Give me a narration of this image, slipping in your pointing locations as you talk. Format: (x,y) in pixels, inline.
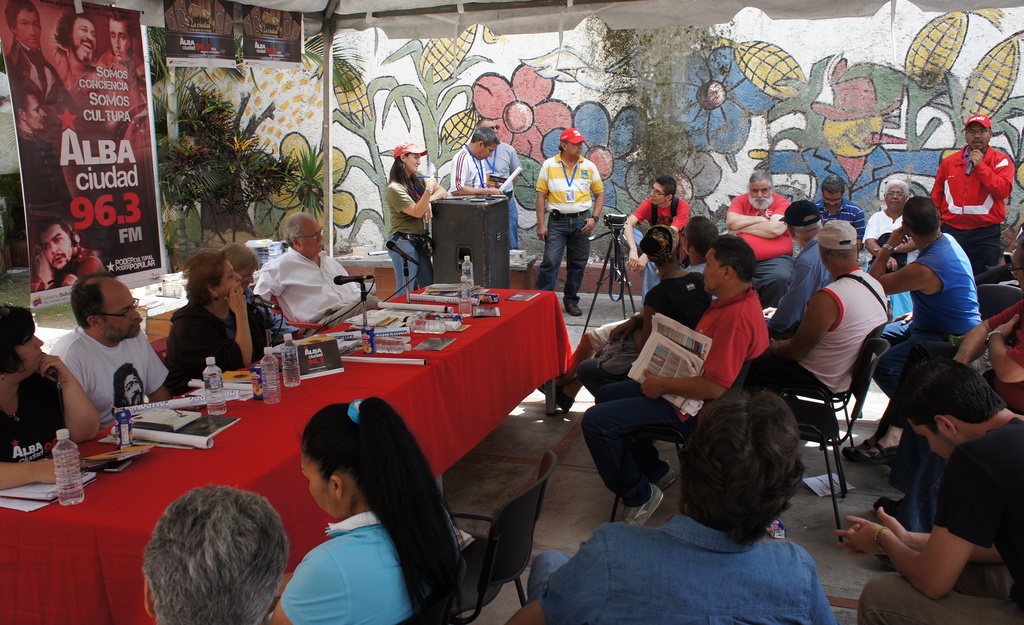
In this image we can see many people (824,273) sitting on chairs (491,545). There are few people (595,183) standing. Some are wearing caps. Person (994,188) on the right side (978,190) is holding a mic (969,173). There is a table (371,380). On the table (179,475) there are bottles (67,454), mics (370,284) with stands (405,266), papers (176,401) and many other items (430,314). Also there is a podium (461,222). And there is a camera (620,222) on a stand (601,293). One person (628,389) is holding papers (695,359). In the back (368,127) there is a wall (545,127) with painting (624,114). And there is a banner (86,138) with something (84,152) written. Also there are images (76,69) of people (81,38) on that.
